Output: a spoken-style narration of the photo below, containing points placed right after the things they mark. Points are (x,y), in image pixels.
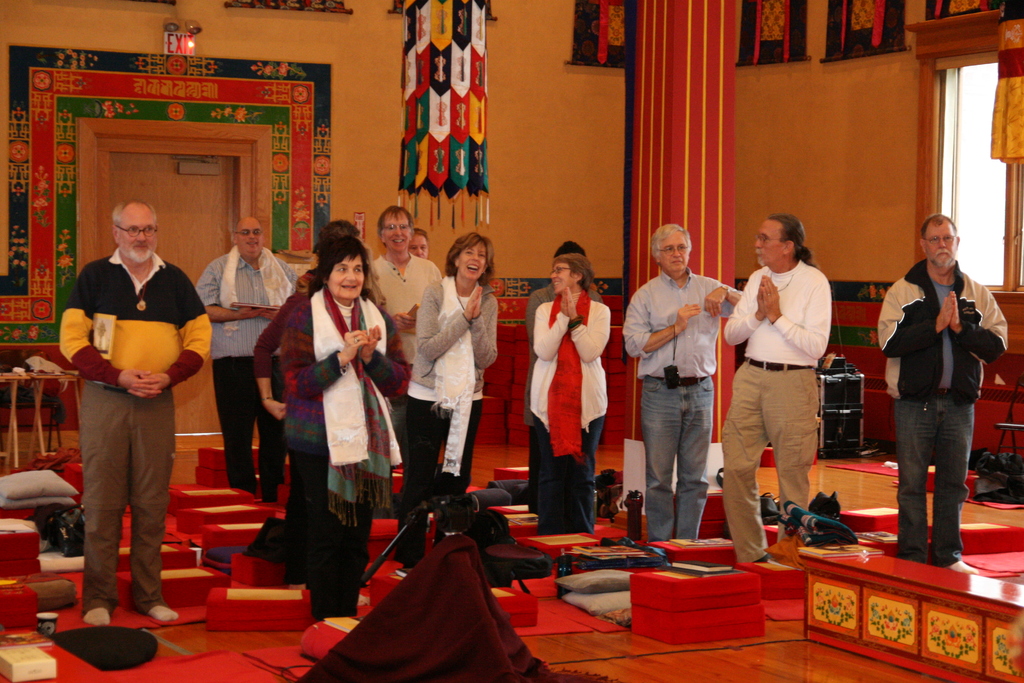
In this image there are people (535,360). There are boxes (662,623). There is a wall (489,232). We can see wall hangers (467,165) and posters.
